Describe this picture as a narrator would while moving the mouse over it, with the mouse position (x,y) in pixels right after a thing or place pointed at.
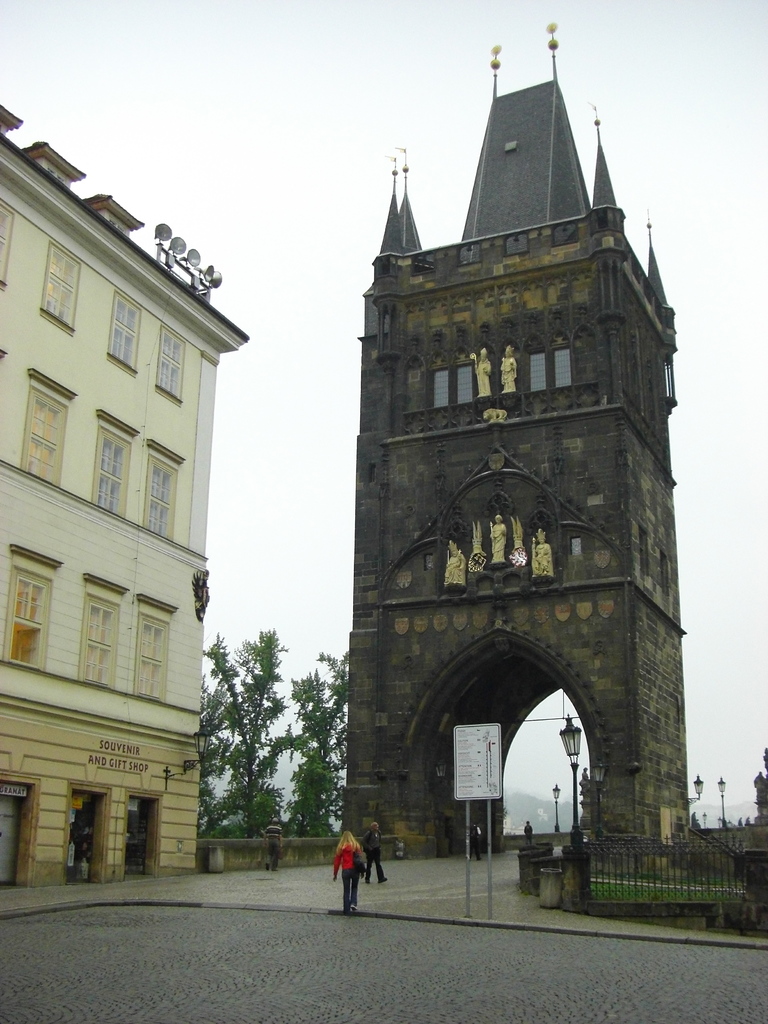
In this image we can see the arch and few sculptures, there is a building (494,667) and few windows (467,376), some people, there are street lights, wall (566,880), metal fence (689,858), trees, written text (478,758) on the board (486,770), at the top (287,116) we can see the sky (300,286).
